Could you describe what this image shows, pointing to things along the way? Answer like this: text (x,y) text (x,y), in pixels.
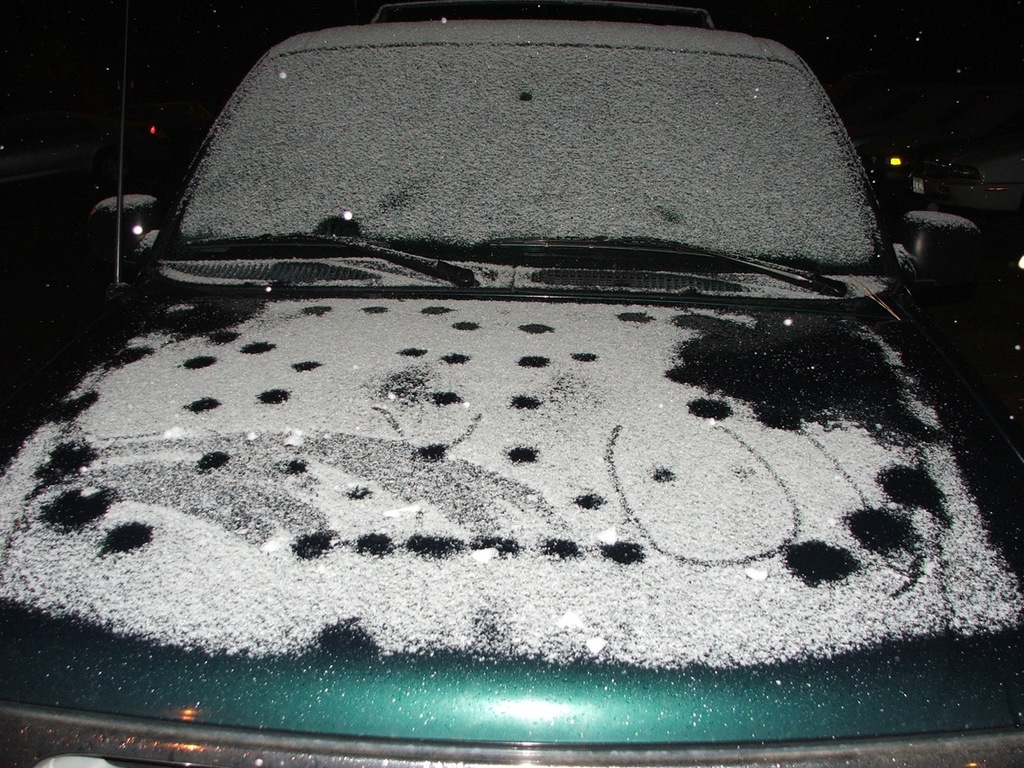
This is the picture of a car (401,451) on which there is some snow (503,498).
